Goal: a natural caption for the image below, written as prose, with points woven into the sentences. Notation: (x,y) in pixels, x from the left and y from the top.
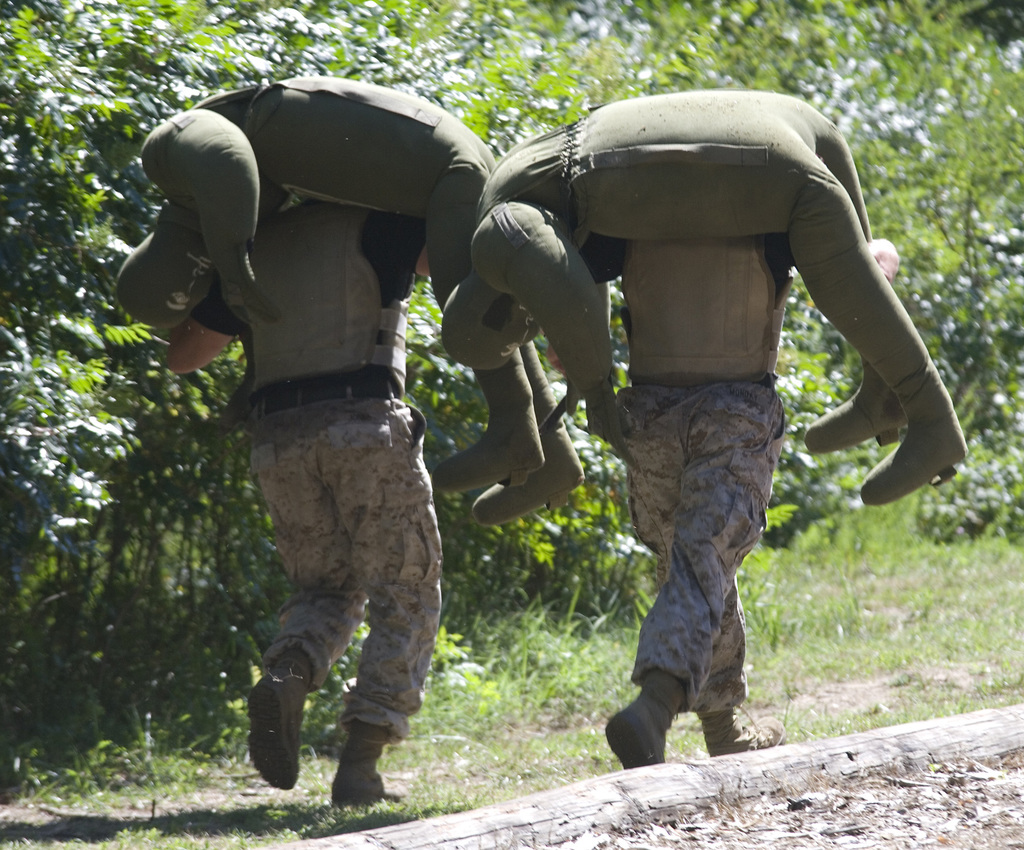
In this image we can see two people (345,416) carrying some object (686,189) on their shoulder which looks like person (222,198) and there are trees (880,131) and grass (688,736) in the background (796,529).
